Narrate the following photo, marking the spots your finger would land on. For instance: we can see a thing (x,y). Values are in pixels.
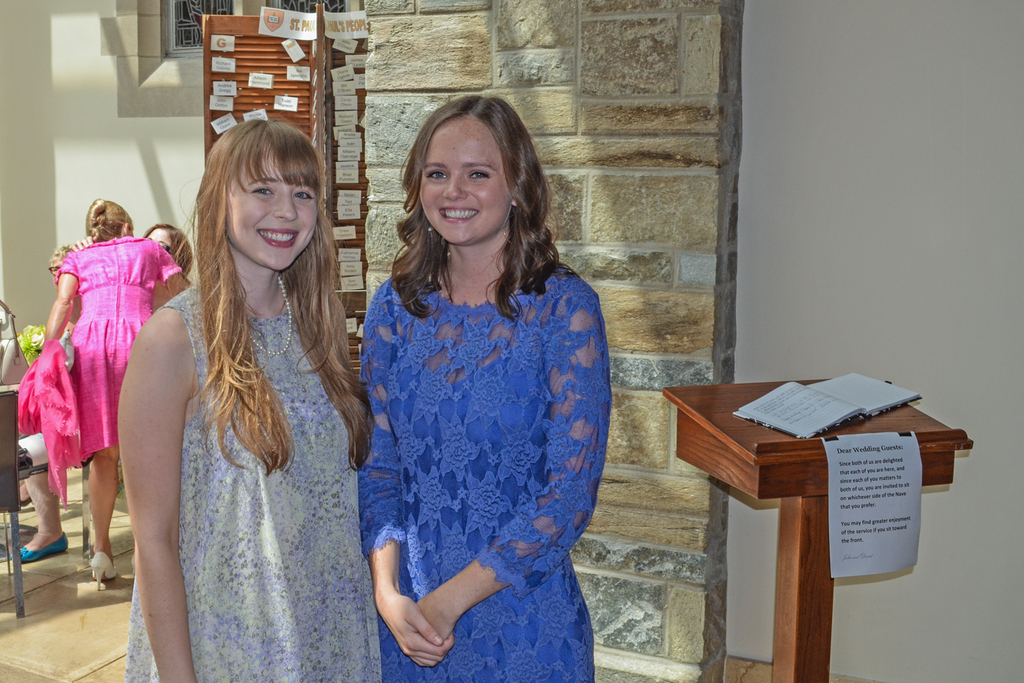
In this picture we can see two ladies (429,363) one in blue dress (401,388) and other in ash color dress (350,494) and beside there is a wooden desk (735,401) on which there are some papers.
